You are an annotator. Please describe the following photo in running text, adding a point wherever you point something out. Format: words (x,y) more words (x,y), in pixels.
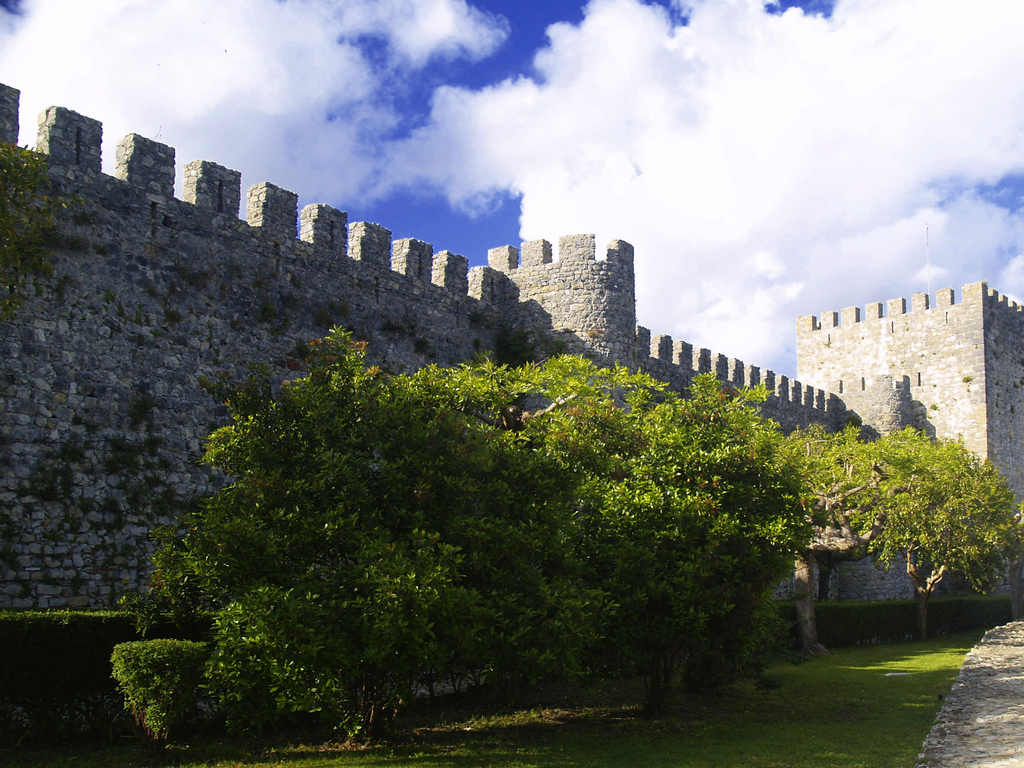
In this picture we can see trees (788,501) in the front (786,530), at the bottom (795,708) there is grass (810,737), in the background (399,340) there is a fort (663,348), we can see the sky (484,209) and clouds (425,132) at the top of the picture (480,77).
